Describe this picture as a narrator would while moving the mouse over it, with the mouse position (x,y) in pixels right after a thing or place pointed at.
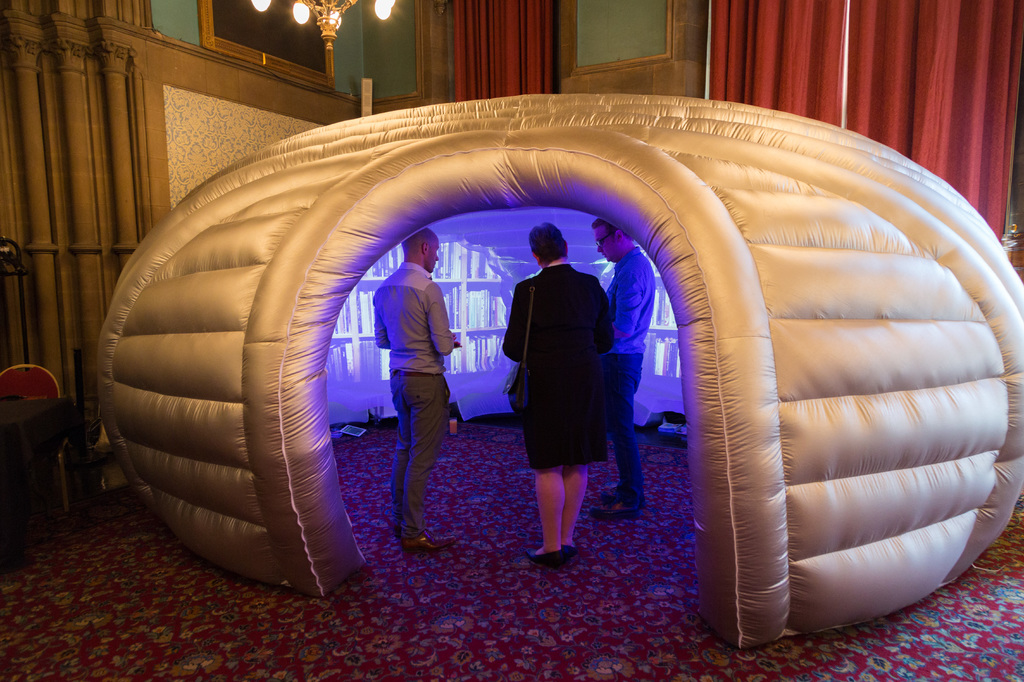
In the center of the image (466,341) we can see a inflatable (470,358) and some persons (571,362) are standing. In the background of the image (193,25) we can see the wall (256,88), photo frame (289,48), chandelier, curtains (523,34). At the bottom of the image (490,627) we can see the floor (476,607). On the left side of the image (8,510) we can see a table (52,424), chair (51,394).
